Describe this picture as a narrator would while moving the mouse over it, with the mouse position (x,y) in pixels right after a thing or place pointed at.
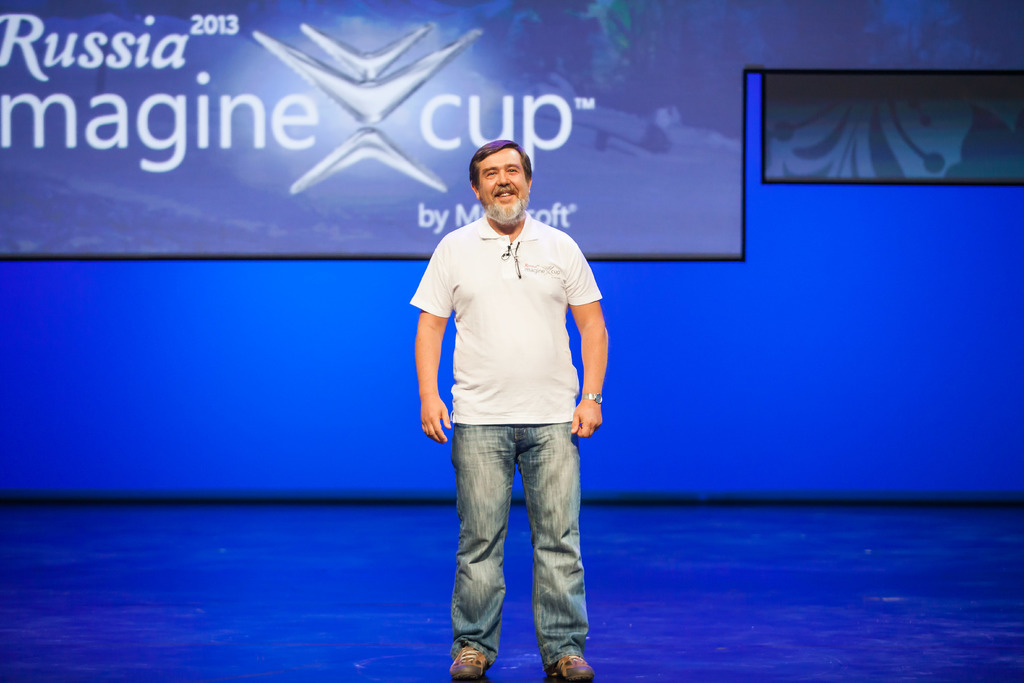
This picture is clicked inside. In the center (472,285) there is a man (533,294) wearing white color t-shirt (523,304), smiling and standing. In the background (937,259) there is a wall (840,257) and a banner (258,98) on which we can see the text (41,108) is printed.
